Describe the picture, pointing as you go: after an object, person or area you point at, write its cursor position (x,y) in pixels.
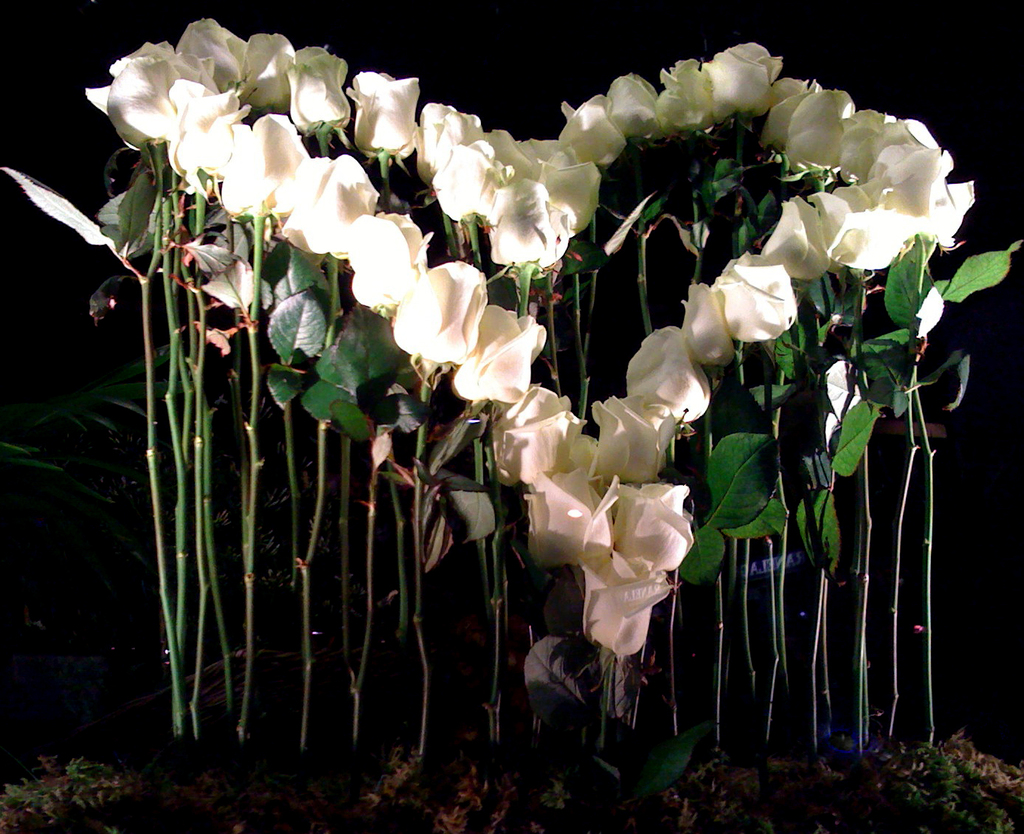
In this image there are rose flowers (626,587), in the background (122,425) it is dark.
